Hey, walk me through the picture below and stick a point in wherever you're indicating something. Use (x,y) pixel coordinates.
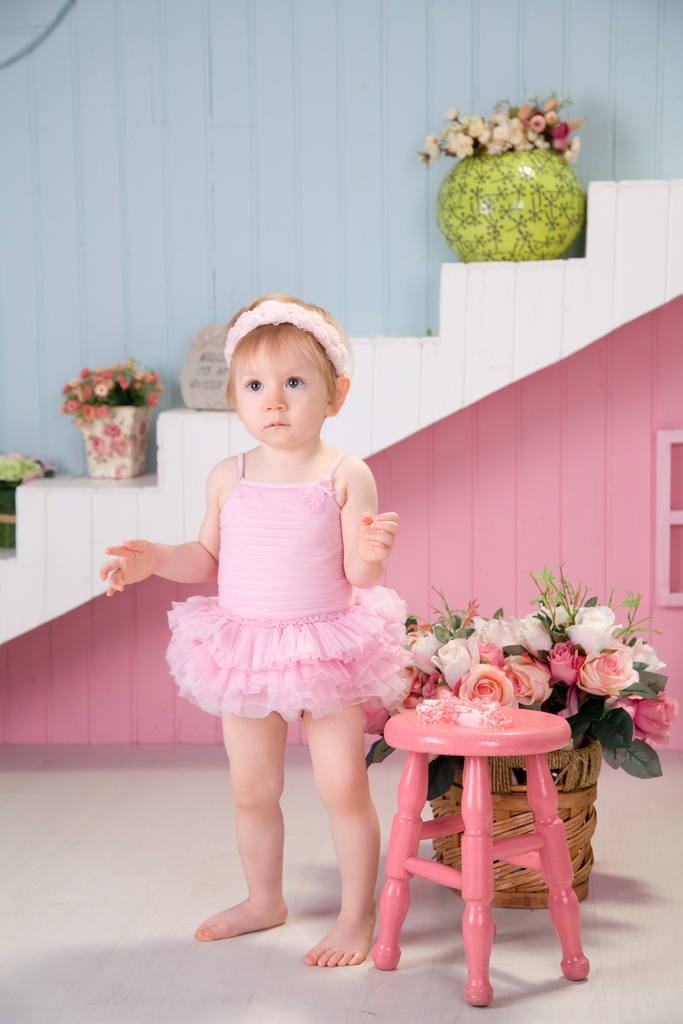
Here in this picture, in the middle (260,489) we can see a child (264,509) in a pink colored dress (249,573) standing on the floor (319,993) over there and beside her we can see a stool (429,735) present and we can also see a flower vase (572,684) present on the floor (593,896) over there and behind her we can see a staircase (451,305) present and on the steps (67,485) of it we can see flower pots (503,222) present over there.
